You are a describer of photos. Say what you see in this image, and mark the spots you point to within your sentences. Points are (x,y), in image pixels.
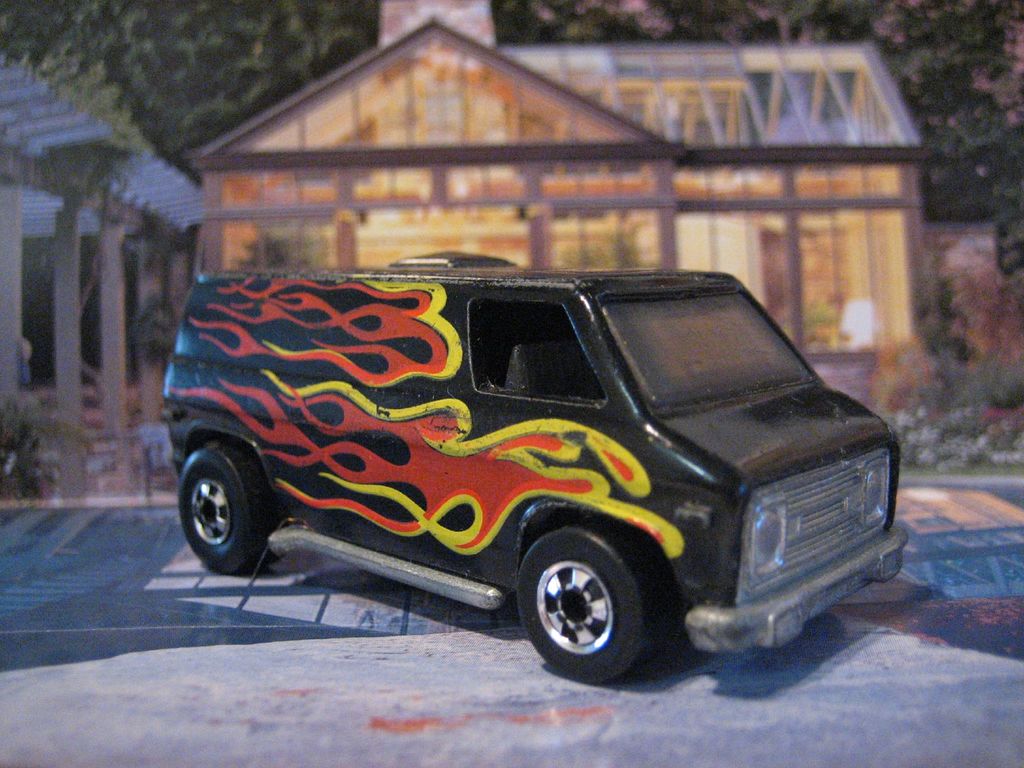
In this image I can see there is a toy vehicle (518,481) in black color, behind this there is a wooden house (681,195) with lights (612,187). On the left side (45,151) there is the shed (105,268), at the top (226,93) there are trees (281,45).
